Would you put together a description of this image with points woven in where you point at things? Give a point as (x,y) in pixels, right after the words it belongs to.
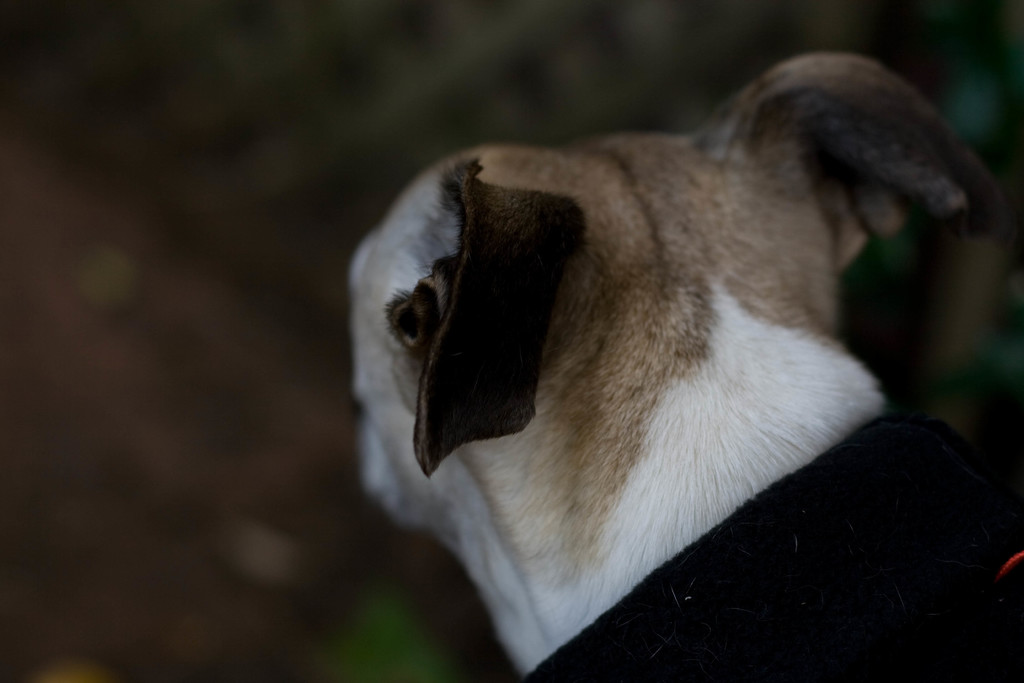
In this image there is a dog (582,467) in the right (699,417). The background is blurry.
